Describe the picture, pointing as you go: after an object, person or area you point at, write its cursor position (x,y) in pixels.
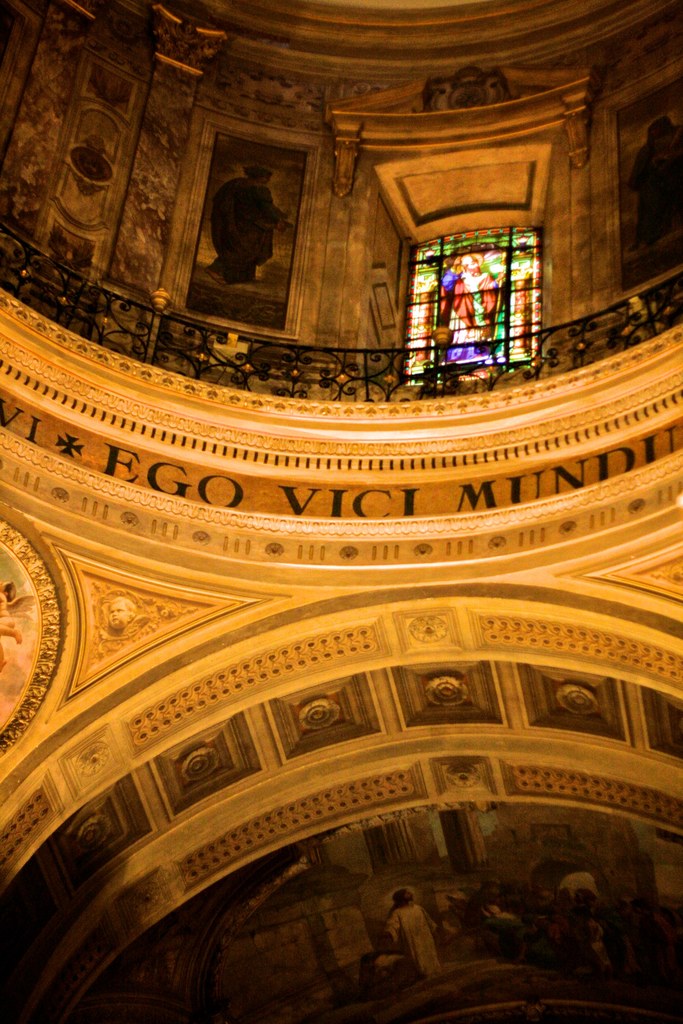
This image consists of a building (221,629). In this image, we can see many pictures (603,989) on the wall (183,303). In the front (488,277), there is a window (453,348). And we can see a text (266,504) on the wall (218,515).
